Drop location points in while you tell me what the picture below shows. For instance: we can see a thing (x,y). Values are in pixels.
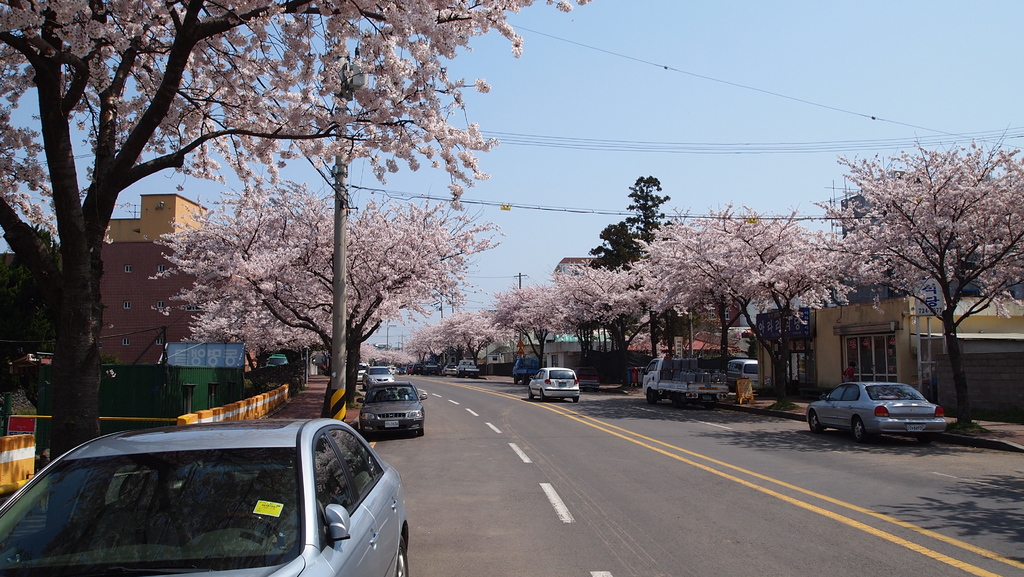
In the foreground (328,425) I can see fleets of cars (141,479) on the road (767,520), vehicles (121,575), light poles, wires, trees (487,333), fence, shed (192,393), buildings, windows (220,466) and so on. In the background (681,25) I can see the sky (733,64). This image is taken may be during a day on the road (764,528).
